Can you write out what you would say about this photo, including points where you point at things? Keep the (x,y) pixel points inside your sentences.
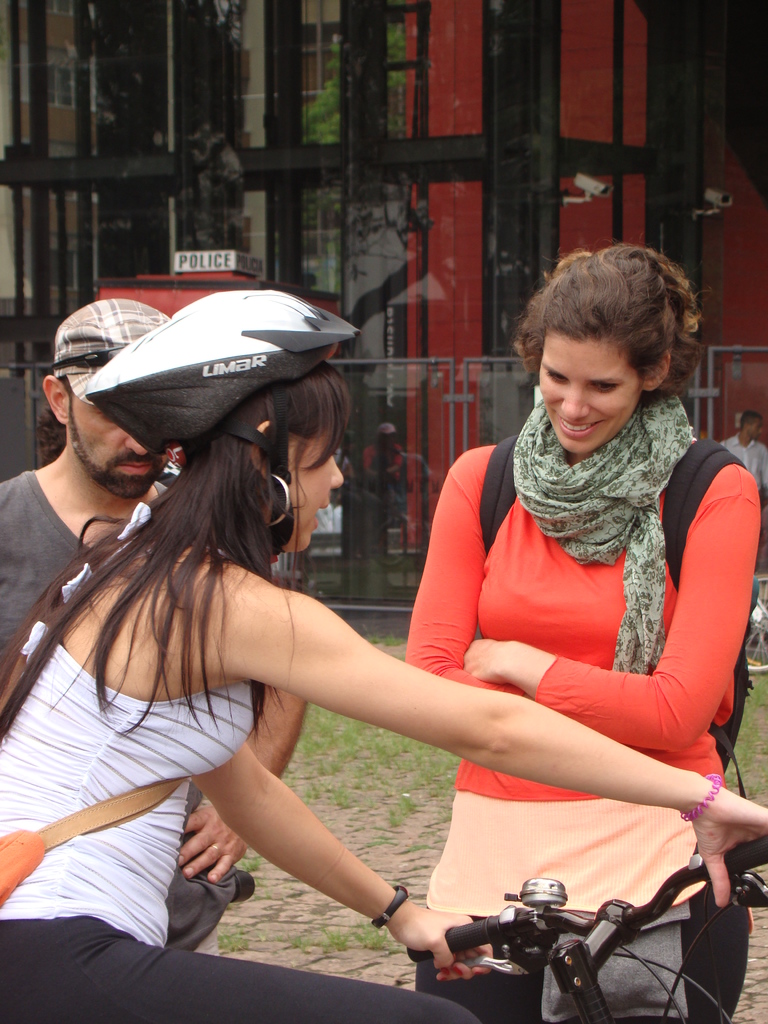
There is a building (411,239) on the backside (99,272). There are three person (300,830) standing. One of them is riding bicycle (418,954) and she is wearing a helmet (239,336) and other two are standing. One is man (128,489) other one is woman (551,687).
